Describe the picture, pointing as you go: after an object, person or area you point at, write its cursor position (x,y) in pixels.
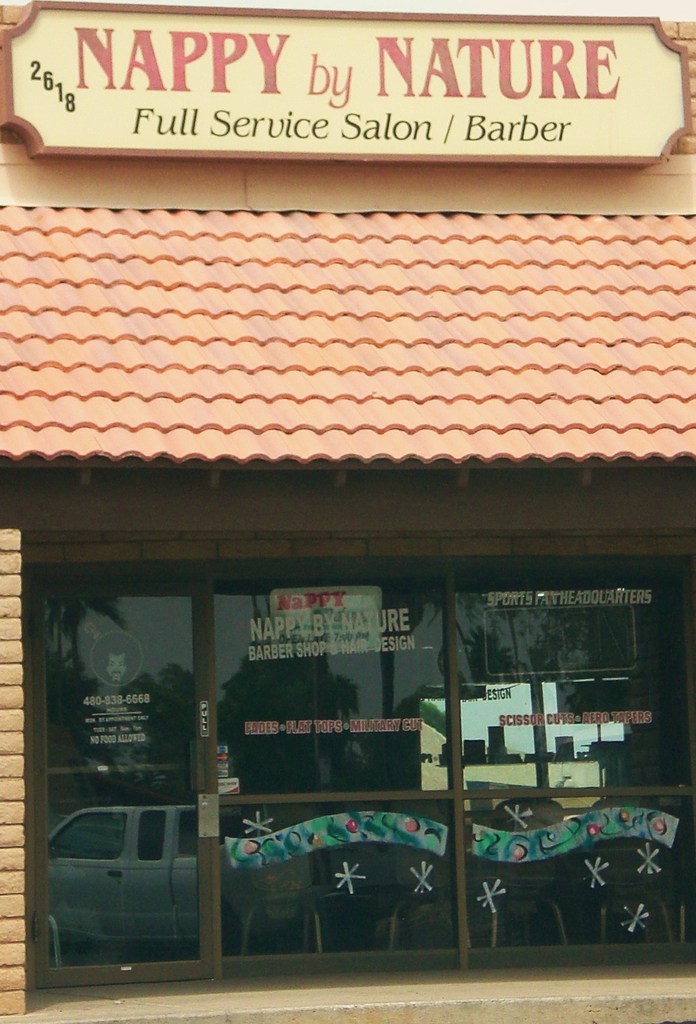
In this image a building (339,658), at the top of building (291,203) there is a board (207,107), on board (352,27) there is a text (473,85) and there is a glass door (70,782), through door (174,889) I can see a vehicle (102,849) and trees (552,646).
